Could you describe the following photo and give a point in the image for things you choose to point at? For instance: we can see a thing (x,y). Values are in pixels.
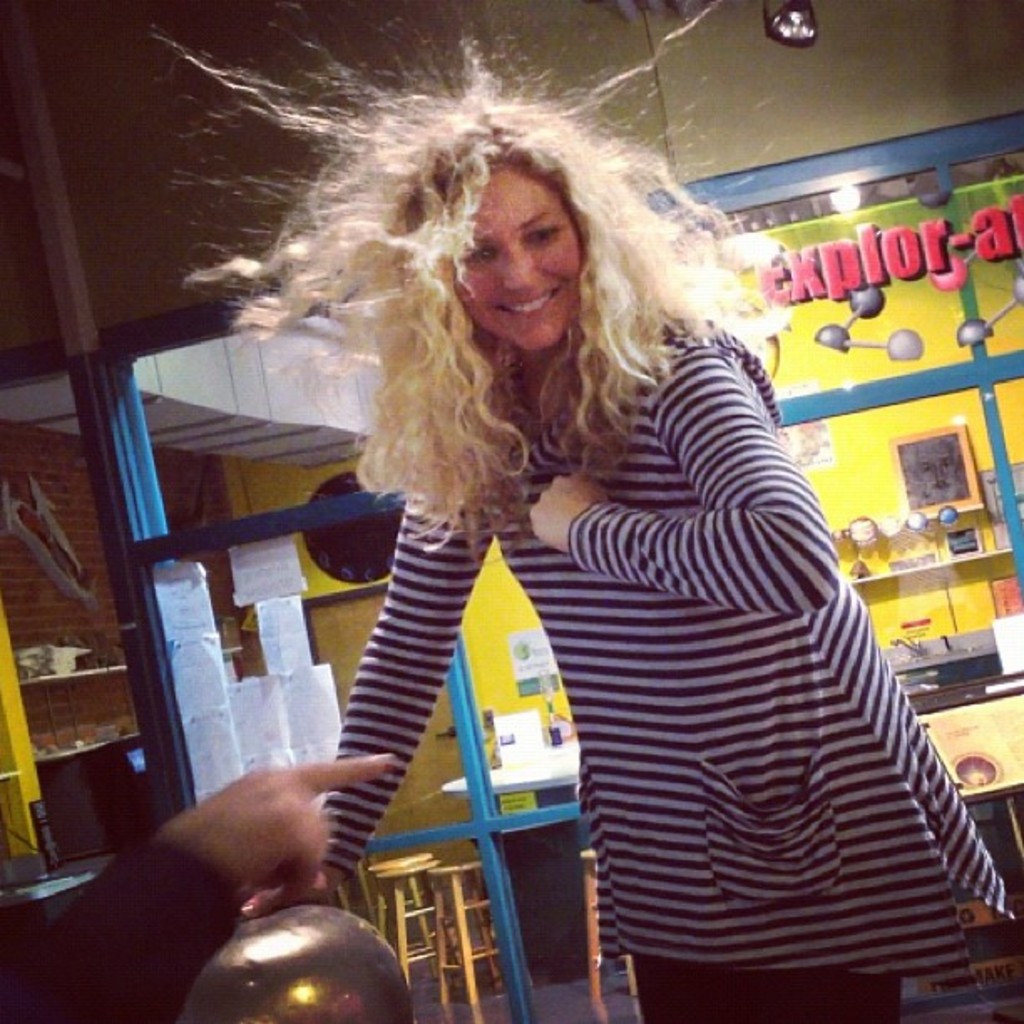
In this picture I can see a woman (611,212) standing in front (503,283) and I see that she is smiling. On the left bottom of this picture (208,855) I can see a hand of a person (268,894) and near to the hand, I can see a silver color thing (383,993). In the background (284,553) I can see few things (285,587) and I can see the wall (945,552) and I can also see the lights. On the right side of this picture (1003,235) I see something is written.
